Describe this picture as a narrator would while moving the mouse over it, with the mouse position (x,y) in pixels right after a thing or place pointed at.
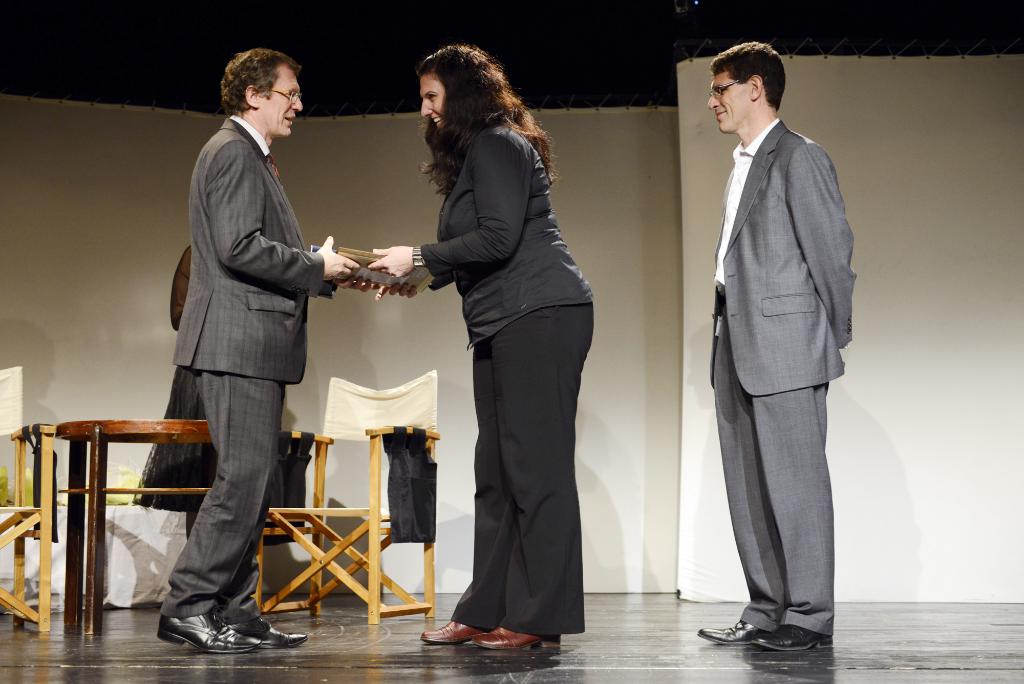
This image is taken on the stage (945,683). There are four persons (560,606) on the stage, two men (249,291) and two woman (185,508). In the left side of the image (28,515) there is a chair (10,390) and a table (175,434) and a person (333,238) standing and holding a book (373,278). In the right side of the image (749,123) a person (749,66) is standing folding his hands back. In the middle of the image (565,303) a woman (555,270) is giving books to a man (290,333). At the background (932,105) we can see a banner (124,276).
